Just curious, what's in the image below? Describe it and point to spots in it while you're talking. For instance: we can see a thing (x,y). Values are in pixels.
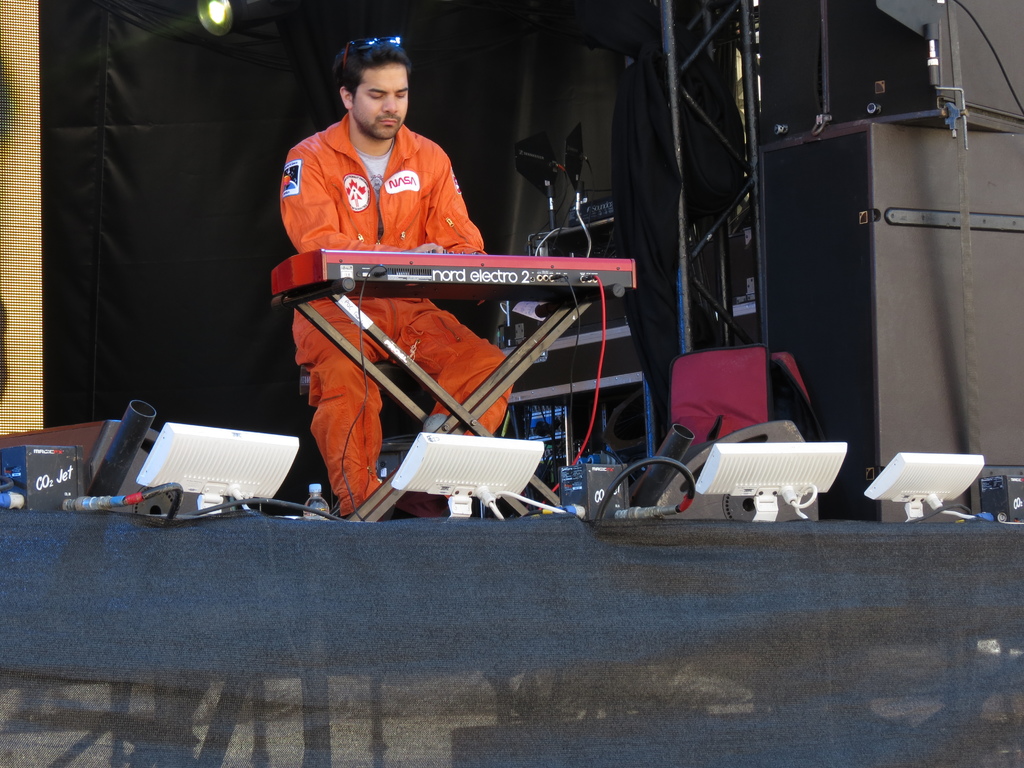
In this picture there is a man (396,198) who is wearing orange dress (473,243). He is sitting on the chair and the playing the piano (424,283). In the center (570,435) we can see the speakers (892,444), cables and white object (926,470). In the background (187,260) we can see the black cloth (183,214). At the top (213,19) there is a light (199,8).
